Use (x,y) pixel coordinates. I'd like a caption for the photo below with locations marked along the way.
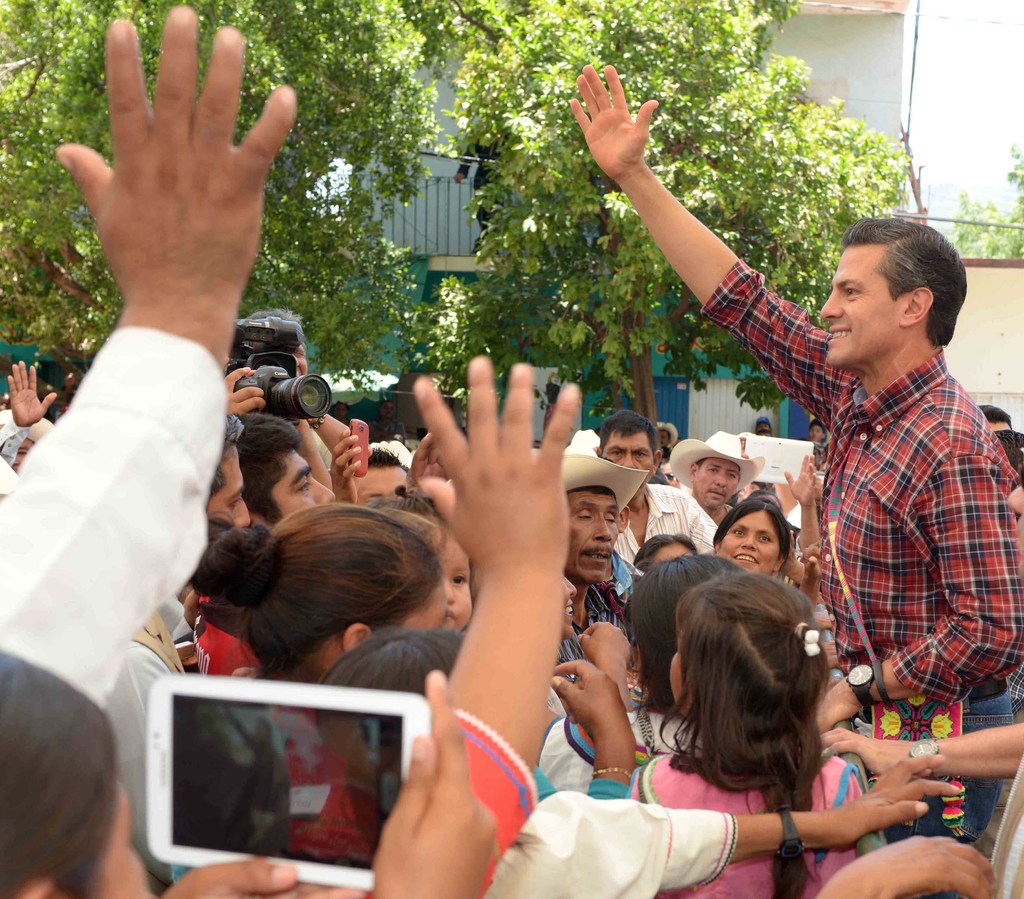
In this picture I can see a number of people (420,599). I can see a person (478,808) holding the electronic device (389,772) in the foreground (364,802). I can see a person (249,374) holding the camera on the left side (260,382). I can see trees (484,296). I can see the houses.
